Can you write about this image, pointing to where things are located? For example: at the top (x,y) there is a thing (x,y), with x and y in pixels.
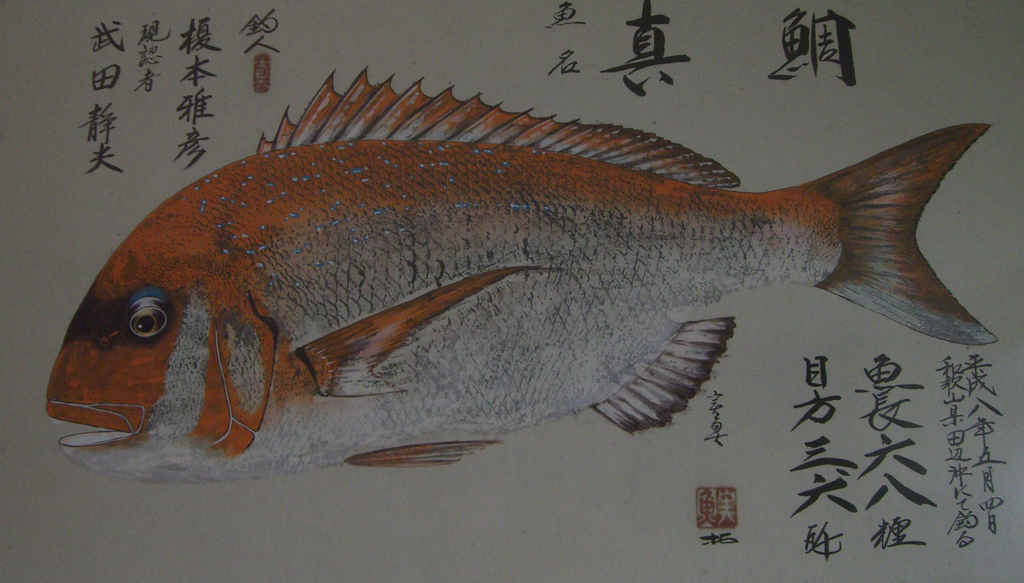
In this image we can see a picture (250,261). In the picture (291,170) there are fish (217,334) and some text (197,76) written on the paper (523,494).
